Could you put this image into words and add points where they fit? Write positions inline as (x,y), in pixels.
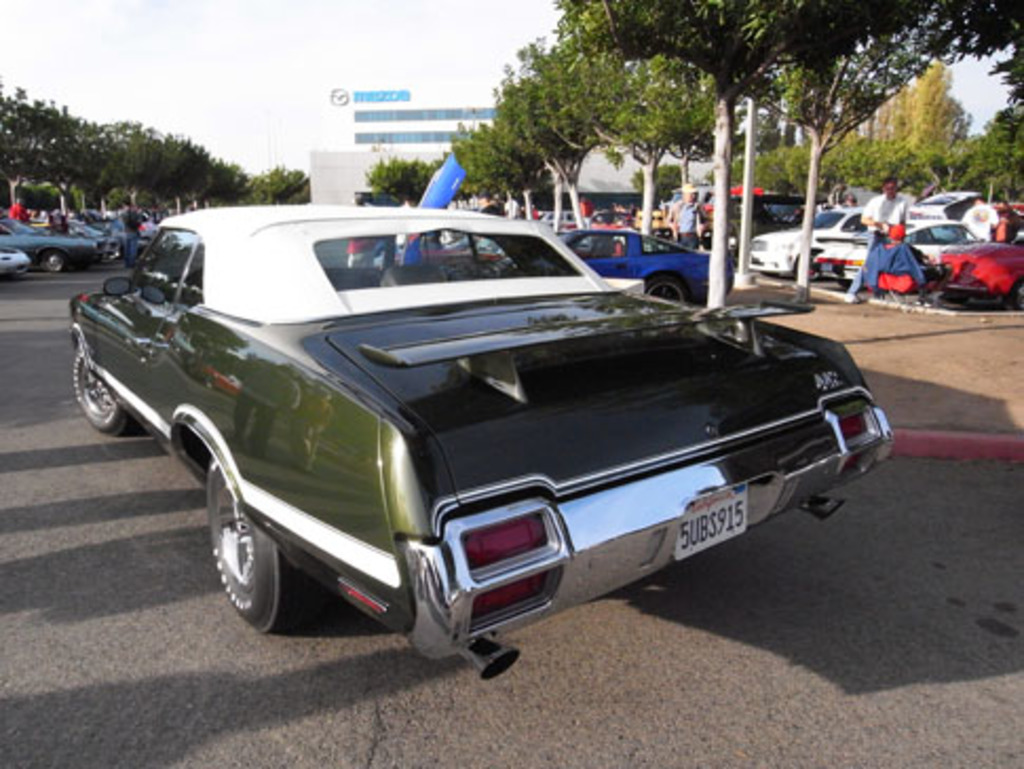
In this image, we can see vehicles (390,214) on the road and in the background (9,122), there are trees (501,184), buildings (489,113) and we can see some poles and people (585,199). At the top (254,28), there is sky (214,43).
